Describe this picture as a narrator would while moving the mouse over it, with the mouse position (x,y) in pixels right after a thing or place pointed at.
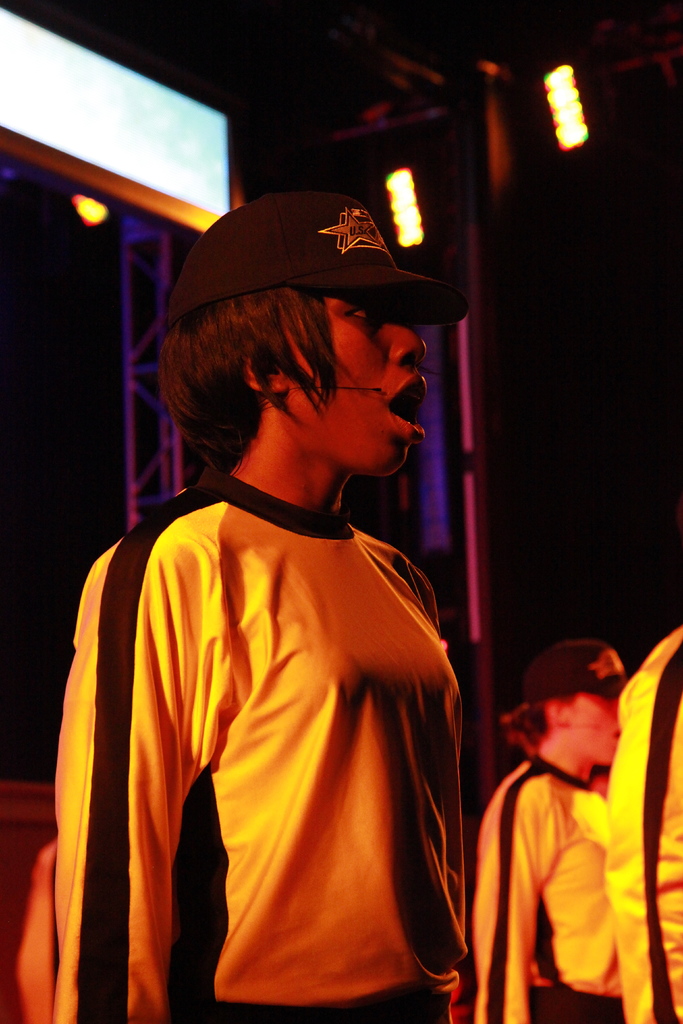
People (267,540) are standing wearing yellow t shirt (365,690) and black cap (270,235). There are lights (562,84) on the top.
